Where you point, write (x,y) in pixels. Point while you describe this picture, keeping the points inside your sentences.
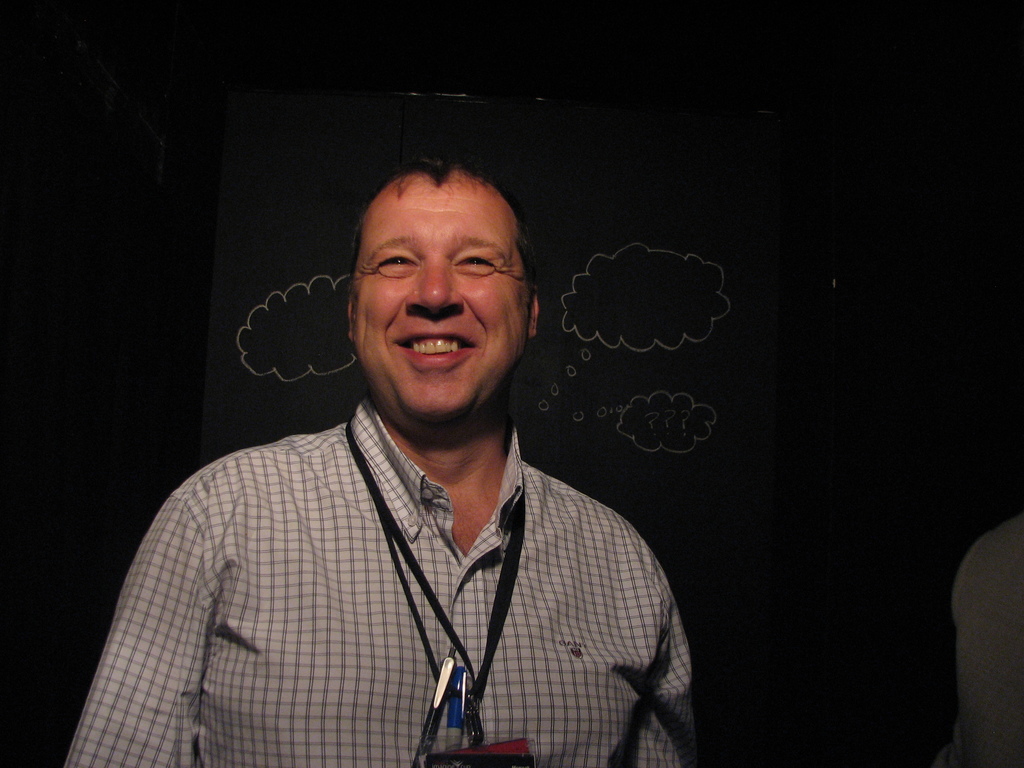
This image consists of a man (456,618) wearing shirt (487,610) in white color. In the background (230,259), there is a wall (611,191) in black color. On which there are drawings (675,425).
